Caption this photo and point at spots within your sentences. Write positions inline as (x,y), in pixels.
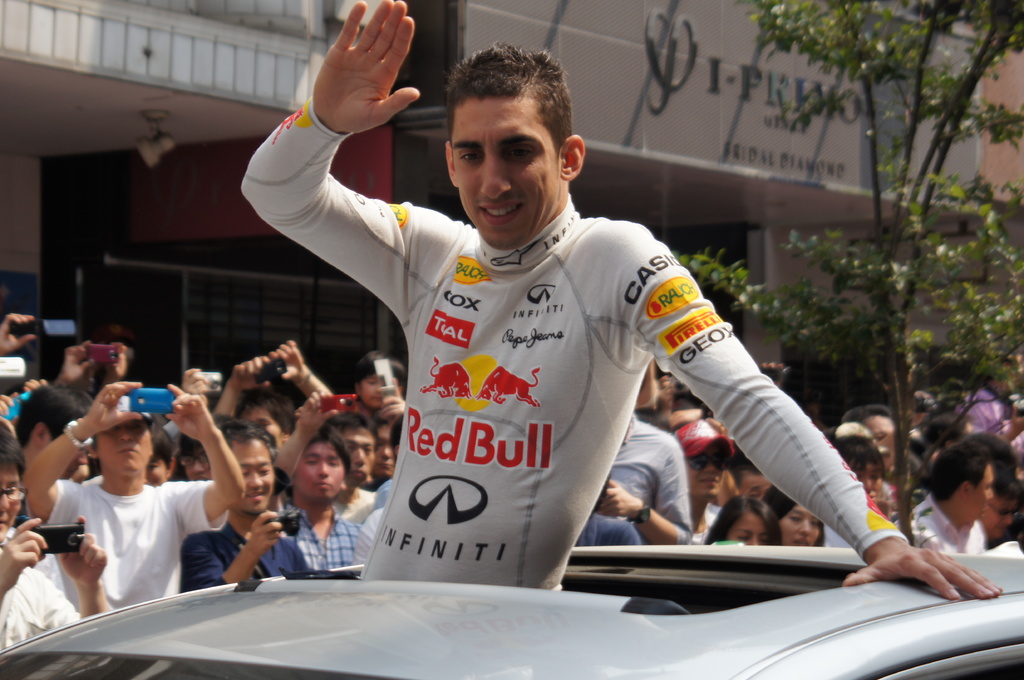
In this picture we can see a car (544,602) and a man (519,571) in the front (514,588), there are some people (638,421) standing in the middle (361,418), some of those people (71,414) are holding mobile phones (141,400), on the right side (820,340) there are trees (1014,323), we can see buildings (493,26) in the background (206,39).
